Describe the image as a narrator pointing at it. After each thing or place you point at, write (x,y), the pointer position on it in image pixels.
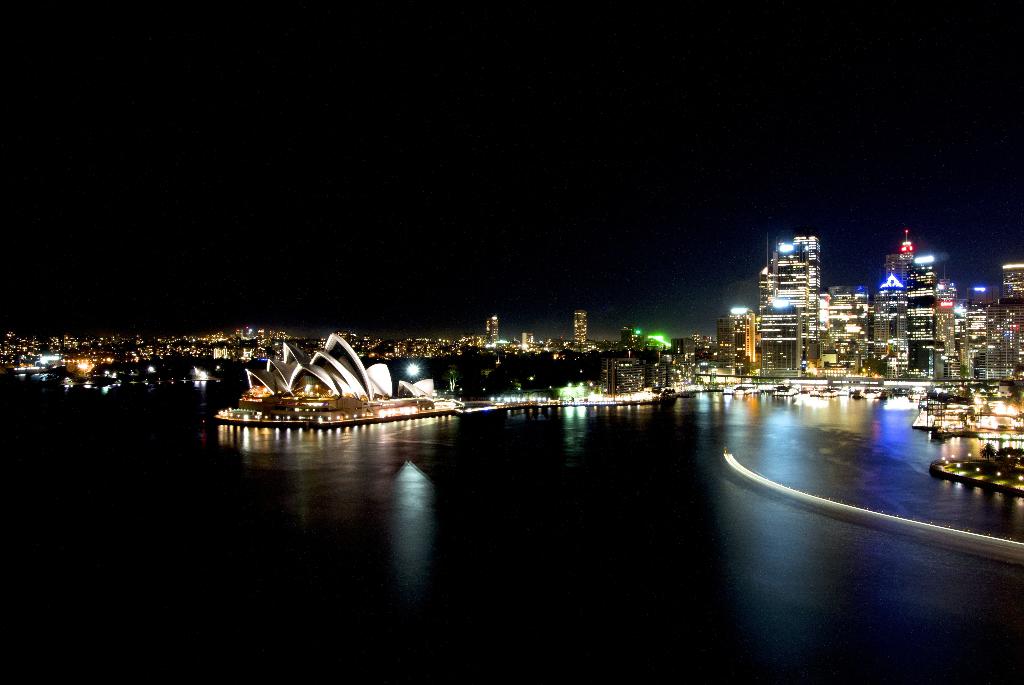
In this image I can see few boats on the water (753,592), background (375,300) I can see few buildings (1009,383) decorated with lights (979,328) and the sky (445,229) is in black color.
